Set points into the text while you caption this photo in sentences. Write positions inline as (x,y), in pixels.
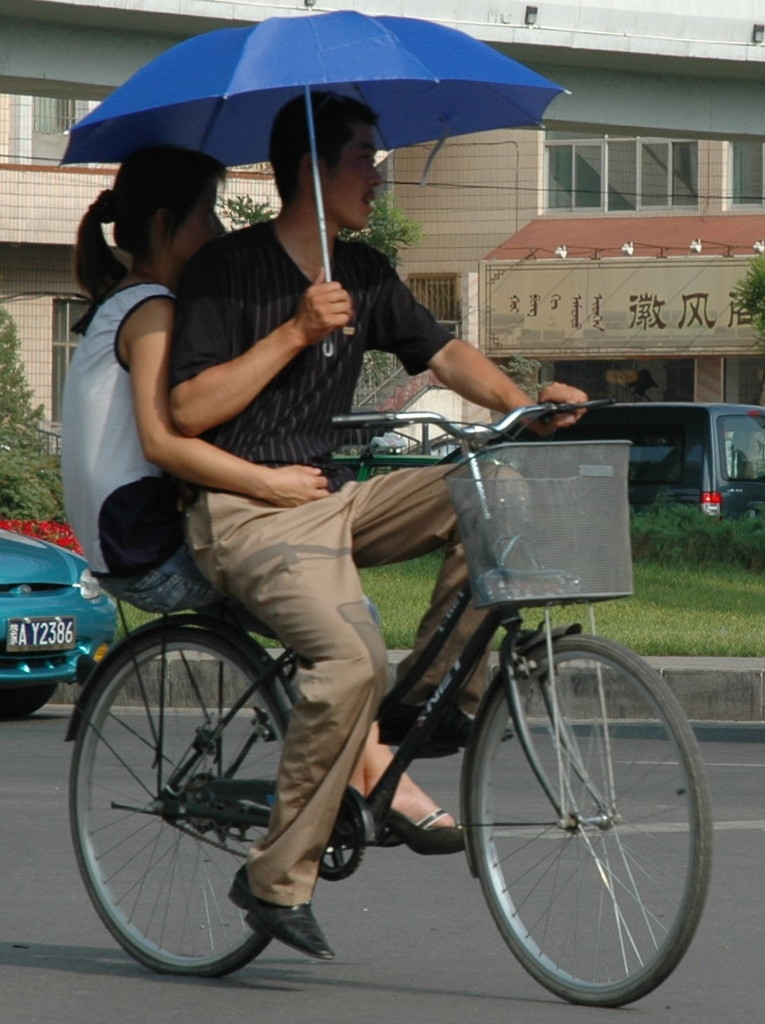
In this image there is a House (548,237) and on the road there is a bicycle (572,628) on which two people (283,219) were sitting front side there is a man (391,309) and back side there is a woman (203,445). man (335,256) is holding an umbrella (287,90), he is wearing black shirt (279,455) and brown pant (325,593) women (118,472) she is wearing white shirt (127,430) there is a car (69,610) on the left side of blue color that is also a tree (16,503) on the left side (10,344), there is a car (662,451) on the right side (746,437), there is a Grass (670,648) the lights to the home (683,298) on the right side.
